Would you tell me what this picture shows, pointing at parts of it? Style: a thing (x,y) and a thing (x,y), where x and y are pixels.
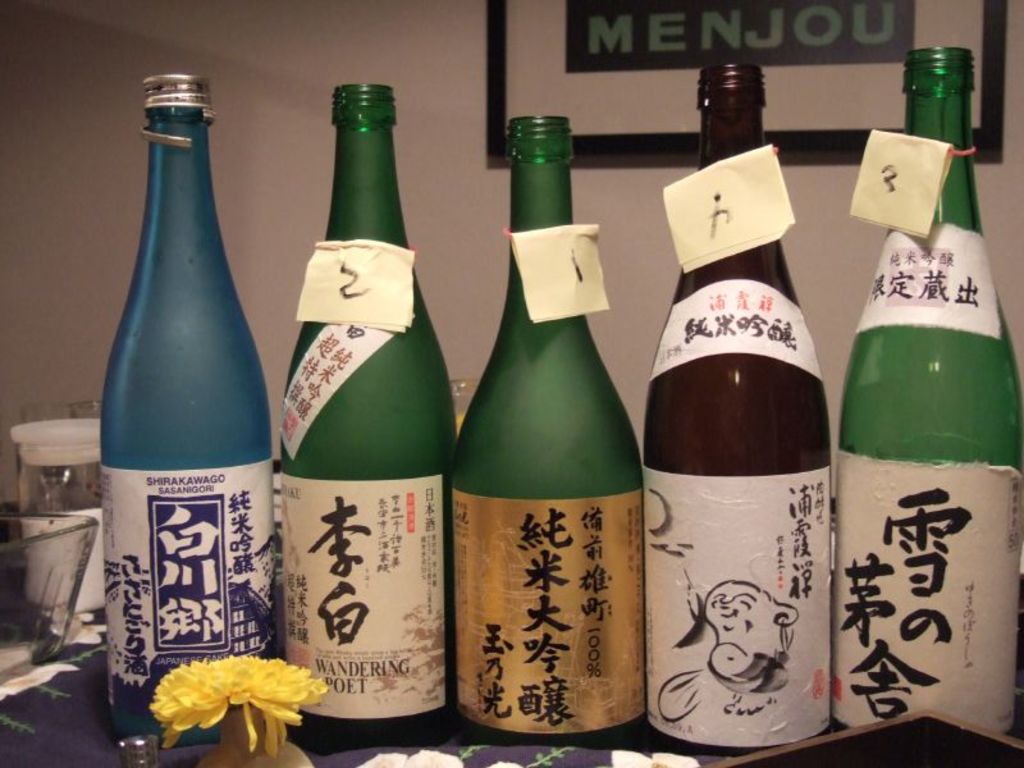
In this picture, there are bottles (453,465) with different colors and labels (750,661). On every label (367,554), there is some text (888,609). At the bottom (282,741), there is a flower (280,706). Towards the left (22,574), there is a bowl (66,517) and a jar (87,483). In the background (468,136), there is a wall (474,170) with a frame (599,81).
